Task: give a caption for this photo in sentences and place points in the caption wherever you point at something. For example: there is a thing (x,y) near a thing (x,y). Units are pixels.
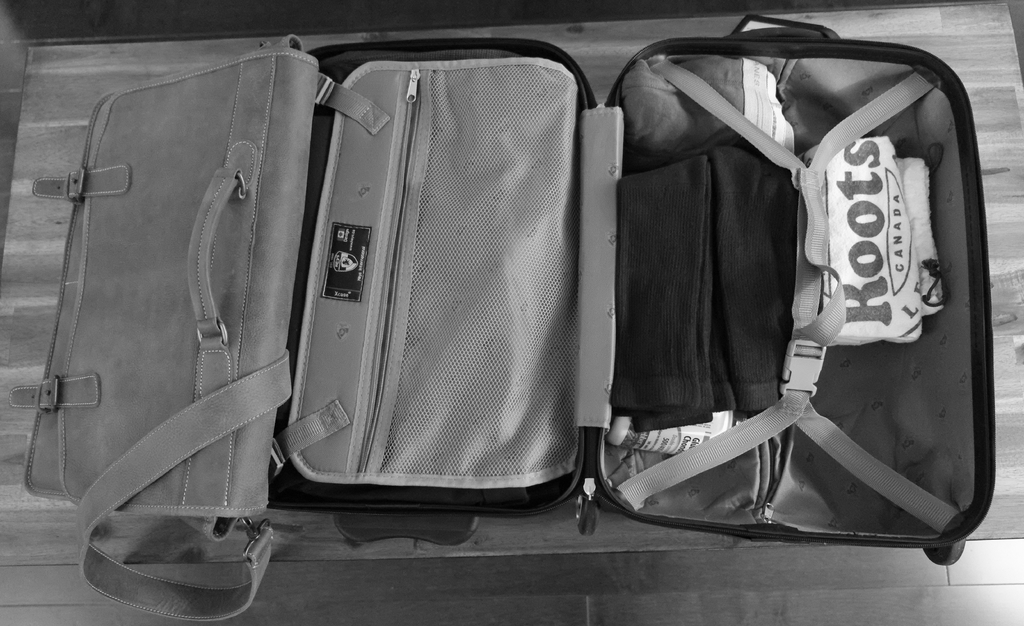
In this image I see a suitcase (910,93) in which there are clothes (658,357).
